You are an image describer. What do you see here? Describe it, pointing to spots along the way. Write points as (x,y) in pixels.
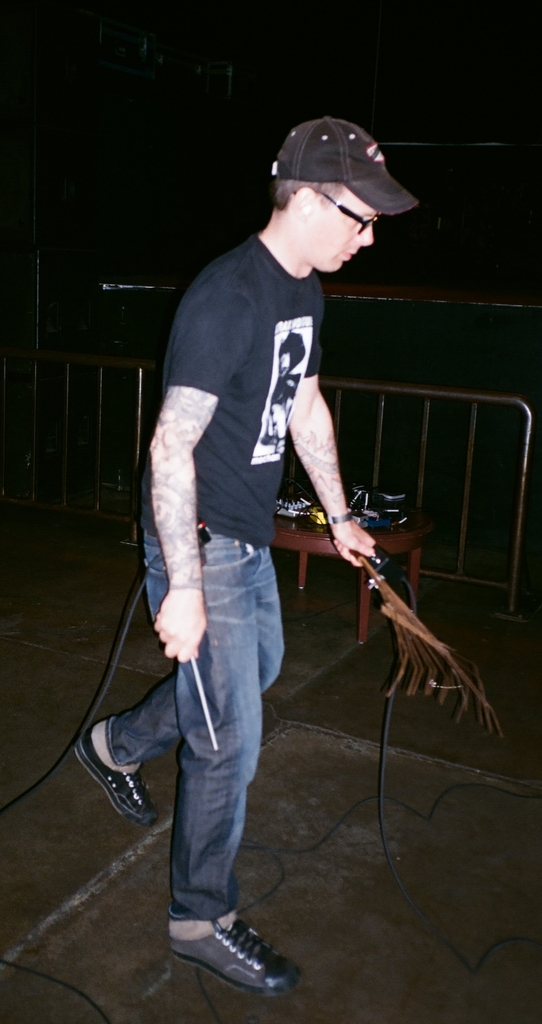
In this image we can see one person (381,161) standing and holding an object (452,677), near there is a table (390,552) and few objects (374,508) on it, metal fence (471,450).
